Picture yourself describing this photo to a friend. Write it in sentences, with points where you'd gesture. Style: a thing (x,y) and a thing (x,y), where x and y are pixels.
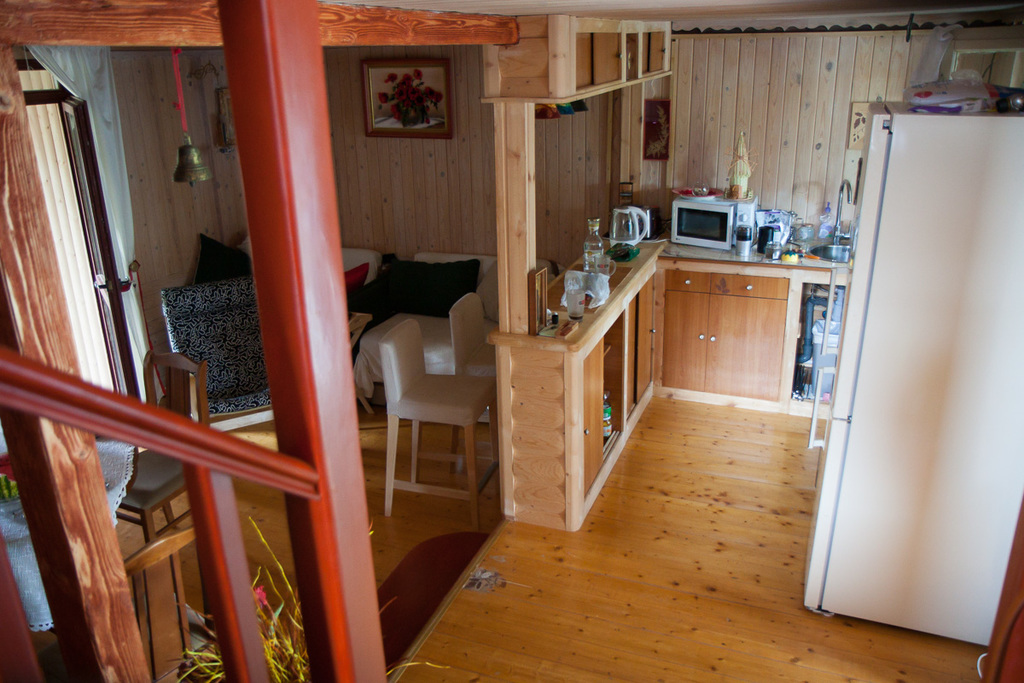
This picture shows inner view of a house (796,440) and we see a refrigerator (846,385) and few vessels (599,250) and we see a microwave oven (736,237) on the counter top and we see chairs (266,389) and a bell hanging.
